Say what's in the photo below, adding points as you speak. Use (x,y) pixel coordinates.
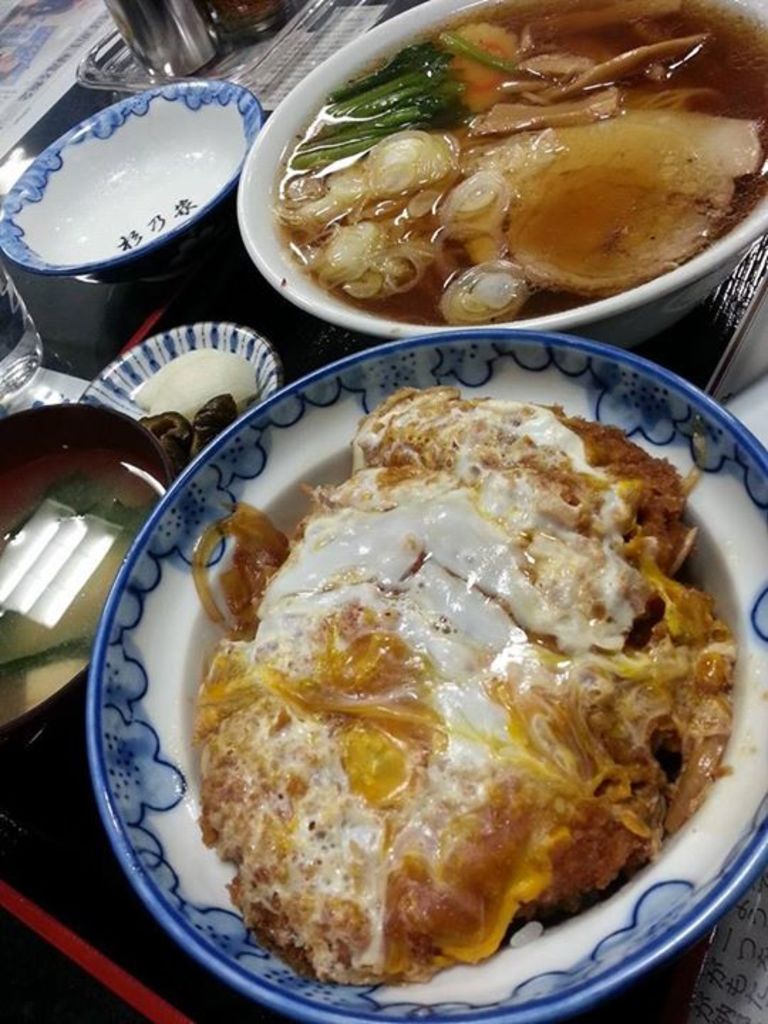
In this image we can see food items (380,435) on the bowls (214,327), and plates (135,368), there is a glass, papers (52,24), and a bottle (259,7), which are on the table (170,299).
